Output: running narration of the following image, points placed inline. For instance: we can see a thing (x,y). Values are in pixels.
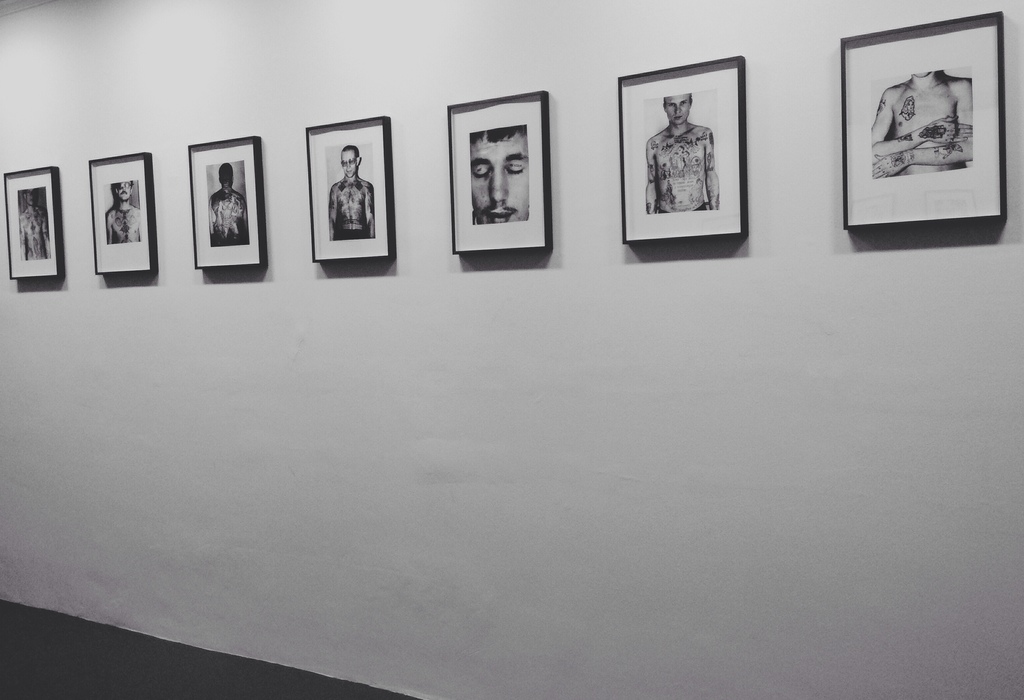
There are photo frames (356,181) attached to a white color wall (472,270) as we can see in the middle of this image (597,282).
